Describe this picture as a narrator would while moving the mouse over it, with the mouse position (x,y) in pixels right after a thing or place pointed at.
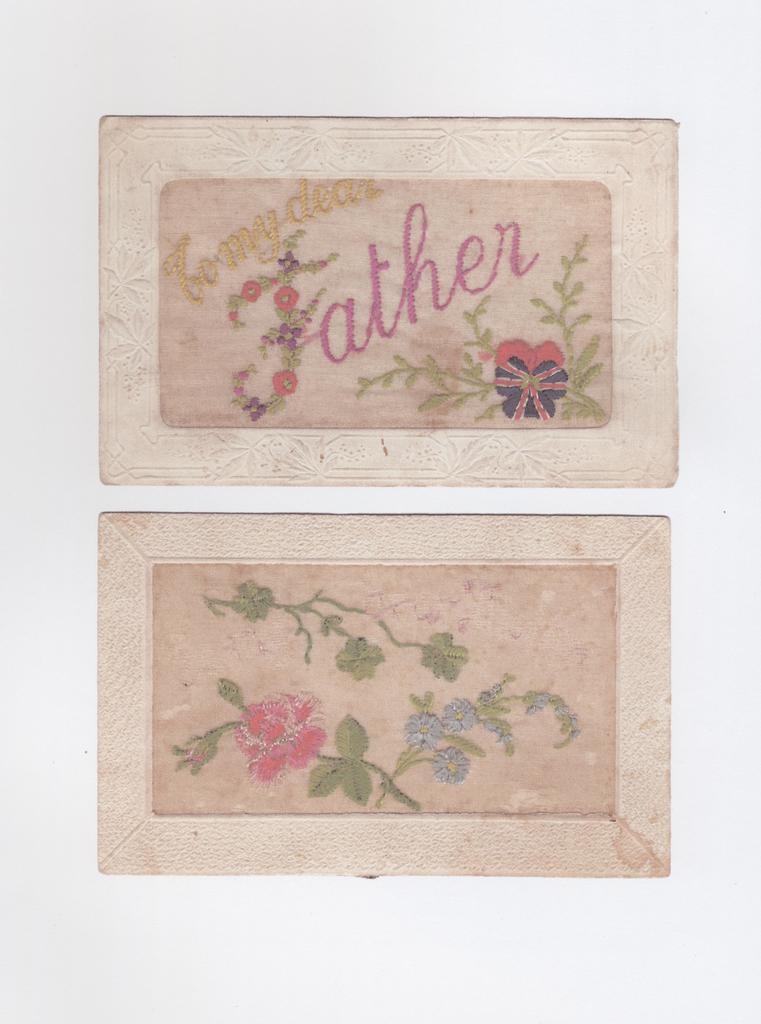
In this image we can see two photo frames (376,558) with some images (339,618) and text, also the background (258,12) is white.
